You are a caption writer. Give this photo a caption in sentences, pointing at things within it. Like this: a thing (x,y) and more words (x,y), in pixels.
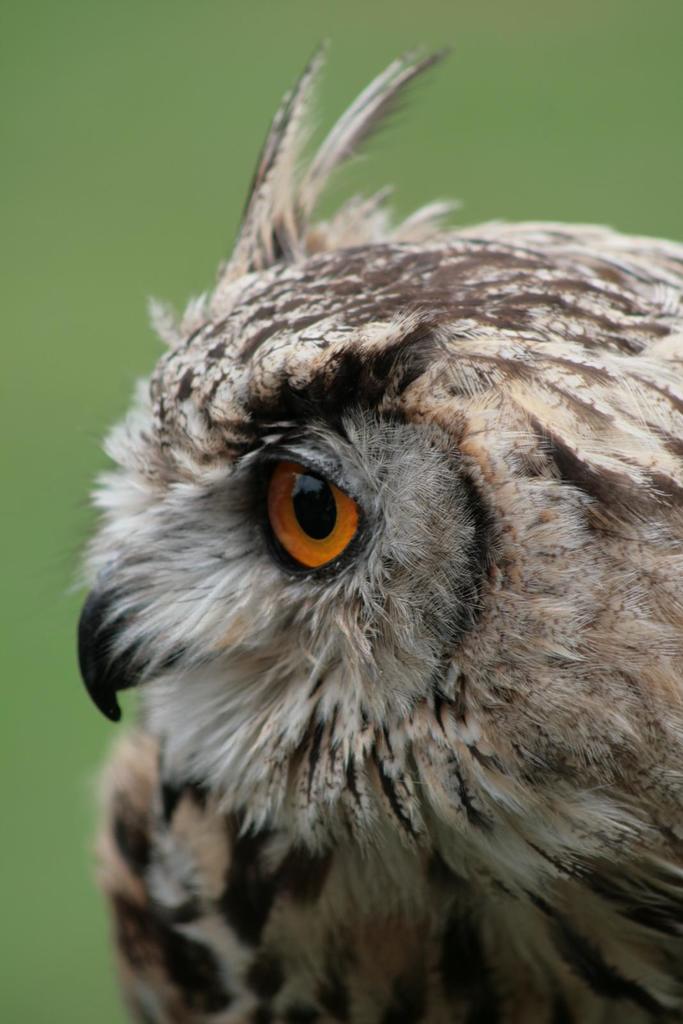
In this image we can see the bird (346,400) and the background (65,976) is in green color.
